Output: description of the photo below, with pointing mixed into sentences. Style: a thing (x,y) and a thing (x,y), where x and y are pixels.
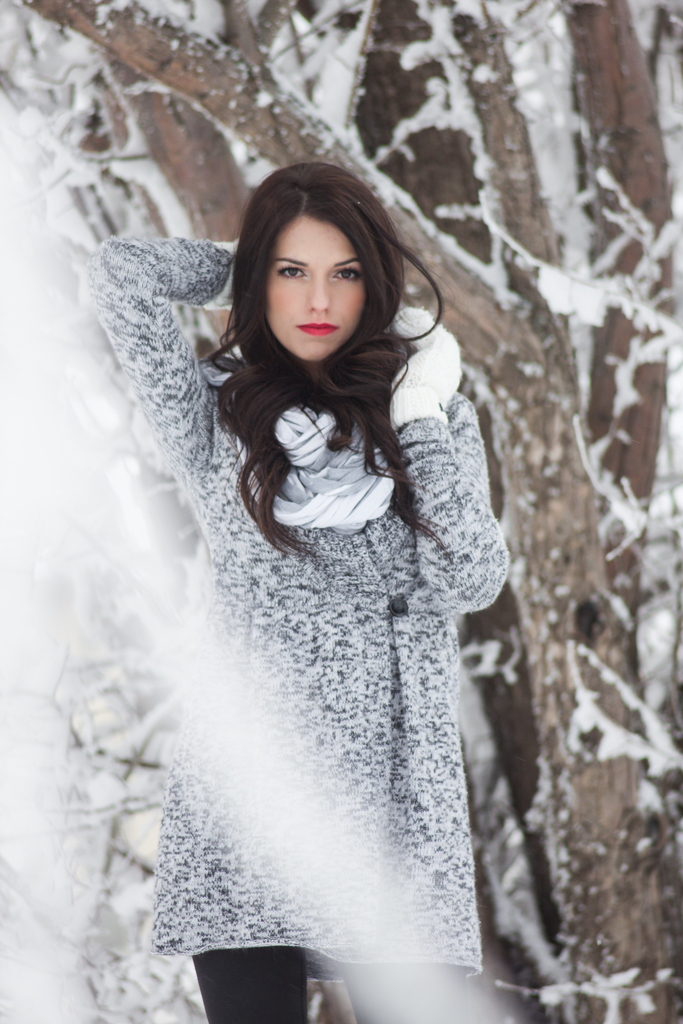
In this picture we can see a woman (232,525) standing and at the back of her we can see trees (537,246), snow (367,169).
